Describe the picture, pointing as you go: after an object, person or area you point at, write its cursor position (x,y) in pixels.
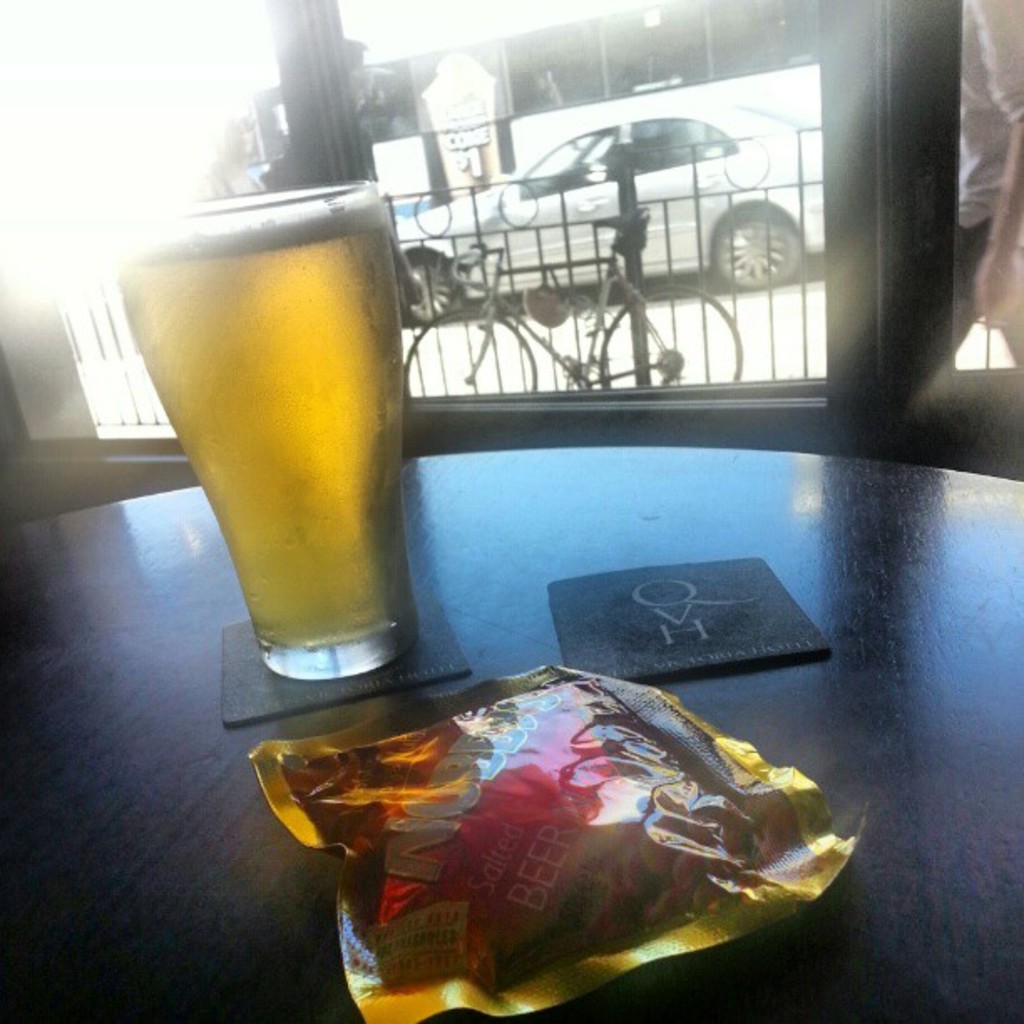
Here we can see glass of beer (304,431) and a packet (575,860) on the table (994,823) at the glass door (549,230). Through the glass door (571,308) we can see two person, a bicycle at the fence (506,235) and vehicles (588,278) on the road (683,317).
